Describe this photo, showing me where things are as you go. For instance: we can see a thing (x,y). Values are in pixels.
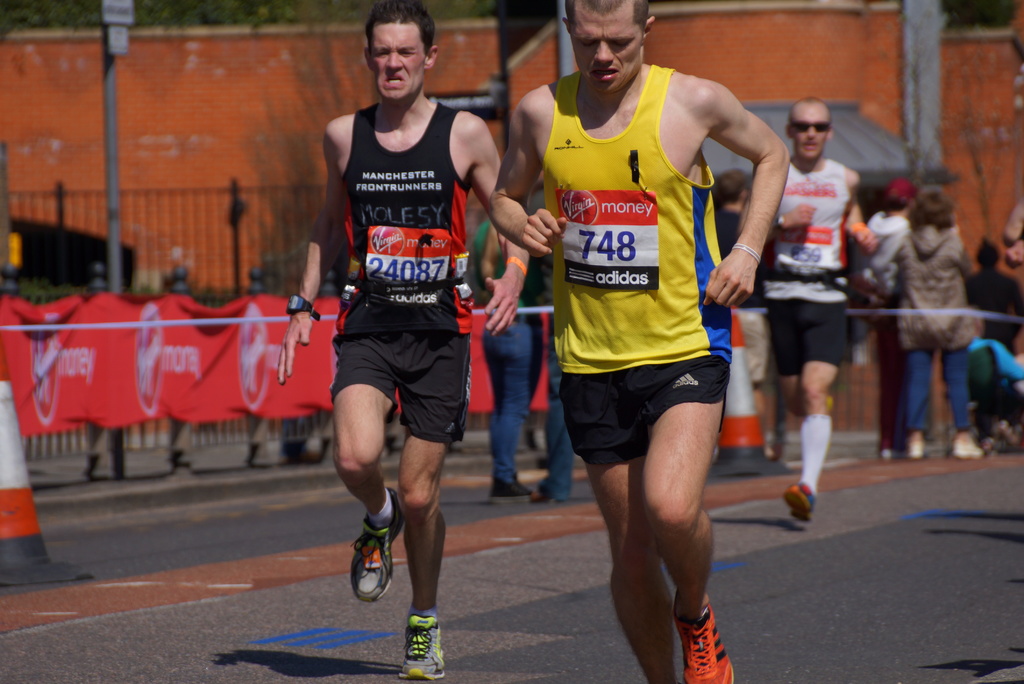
In this picture we can see there are three people (582,319) running on the road (330,617). Behind the people (731,311) there are traffic cones (6,431), banner (292,376), iron grilles (151,428), poles (921,83), people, wall (536,64) and some objects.
